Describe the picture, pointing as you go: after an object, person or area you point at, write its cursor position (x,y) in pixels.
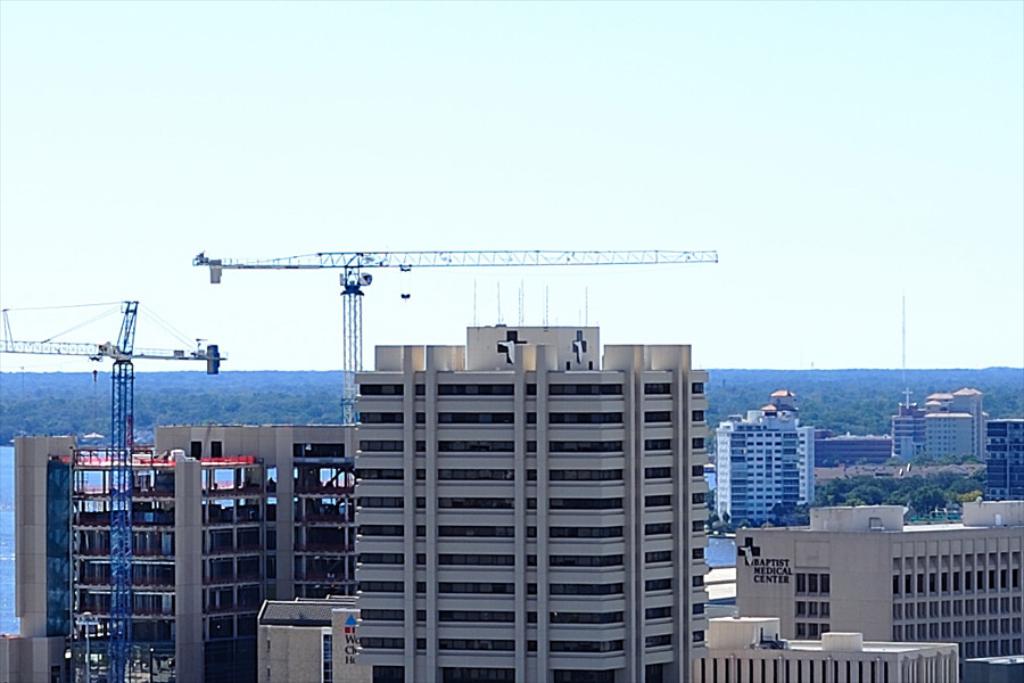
This picture shows few buildings (562,430) and we see couple of cranes (353,282) and we see trees (868,483), water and a blue clear Sky (382,195).
